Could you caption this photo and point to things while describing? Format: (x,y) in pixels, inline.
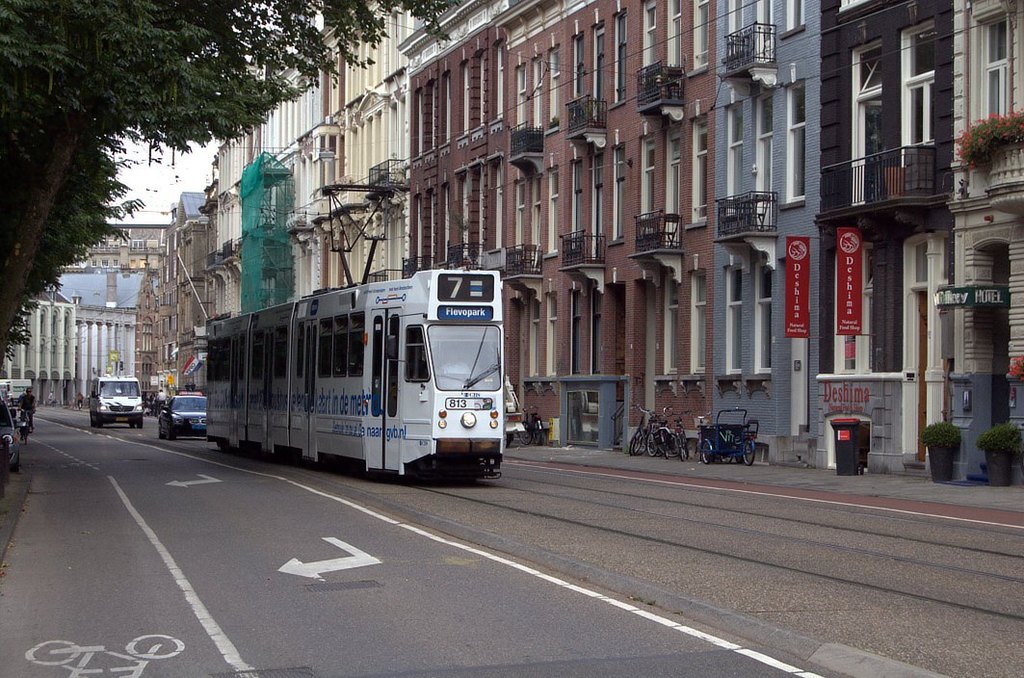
In this image we can see vehicles (120,399) on the road (185,489) and a person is riding bicycle (27,427) on the road (66,564) and on the left side (21,325) there are trees (15,314). In the background (64,292) we can see buildings (692,303), windows (575,395), hoardings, bicycles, plants (940,449), railings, flag pole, objects (164,378) and the sky (138,177).
